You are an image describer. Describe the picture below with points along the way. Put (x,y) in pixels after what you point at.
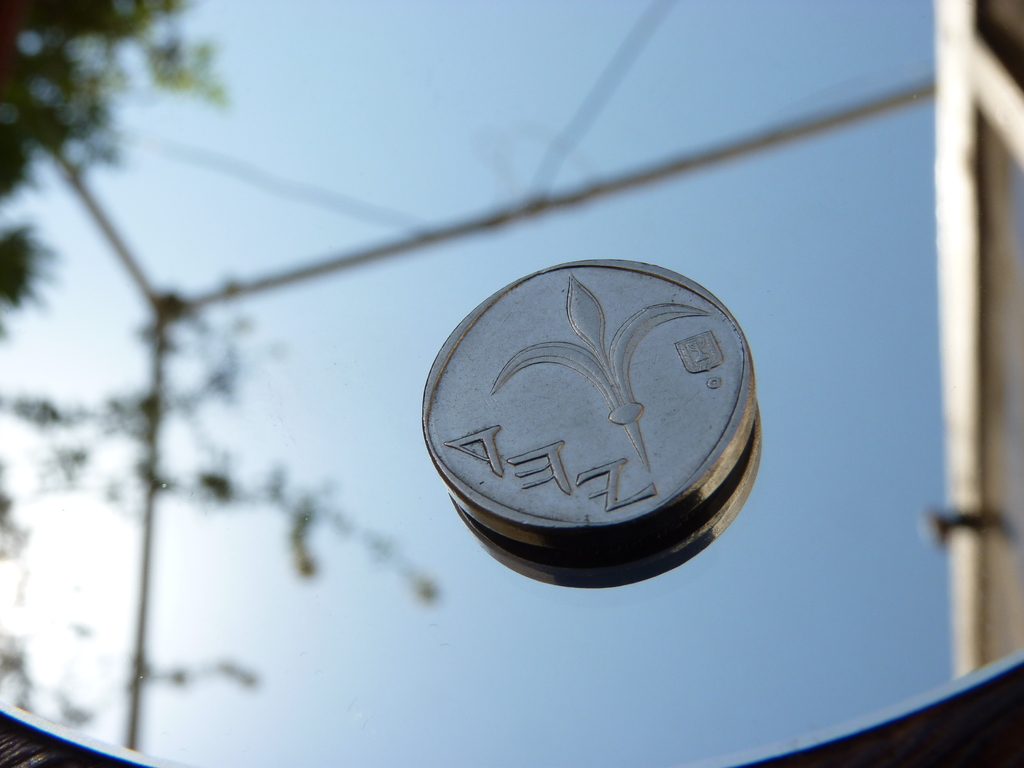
In this image we can see a coin (619,539) on a mirror (879,582). There is reflection (778,234) of the sky (331,294), tree (4,145) and poles (895,104) in the mirror (339,343).
